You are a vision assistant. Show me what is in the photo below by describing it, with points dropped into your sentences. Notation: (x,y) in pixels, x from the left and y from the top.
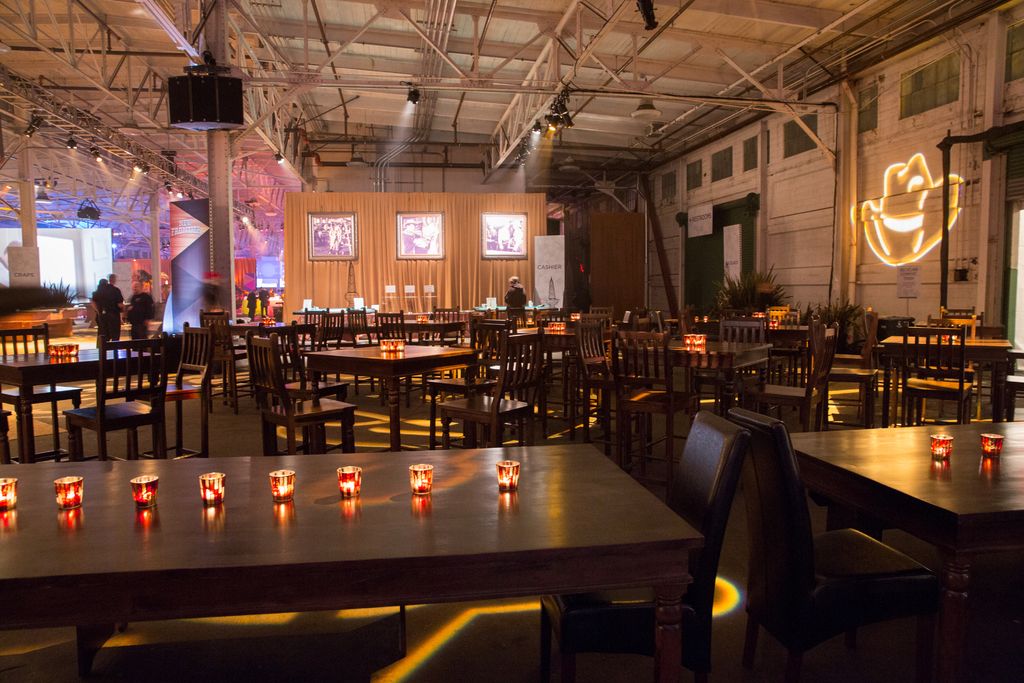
In this image I can see at the bottom (72,497) it looks like there are candle lights (352,492) on the table (476,530). In the middle (405,361) there are chairs (449,391) and dining tables (460,361), in the background (332,254) there are photo frames (408,249). At the top (554,113) there are lights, on the left side (164,289) few people (129,305) are standing.
